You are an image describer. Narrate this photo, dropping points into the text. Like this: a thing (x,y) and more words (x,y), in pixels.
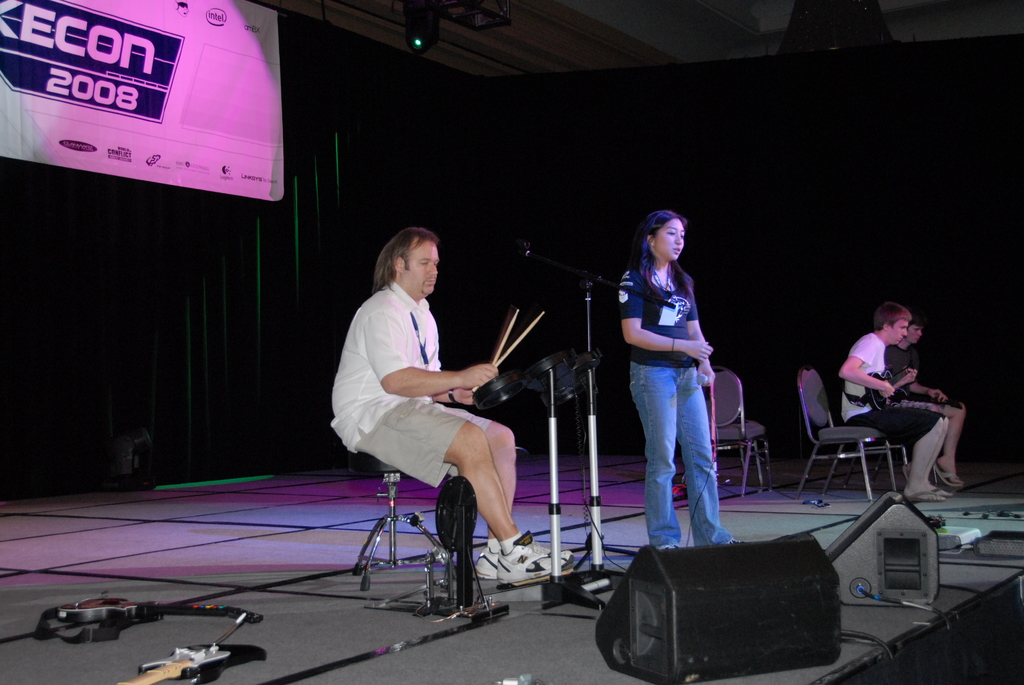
There are four members (646,390) on the stage (600,528). Three of them (424,388) were sitting and one girl (650,381) is standing. Two guys (481,366) are playing musical instruments (867,394) and the girl (648,387) is singing on the stage (679,464). In the background (160,141) there is a display (131,100).
